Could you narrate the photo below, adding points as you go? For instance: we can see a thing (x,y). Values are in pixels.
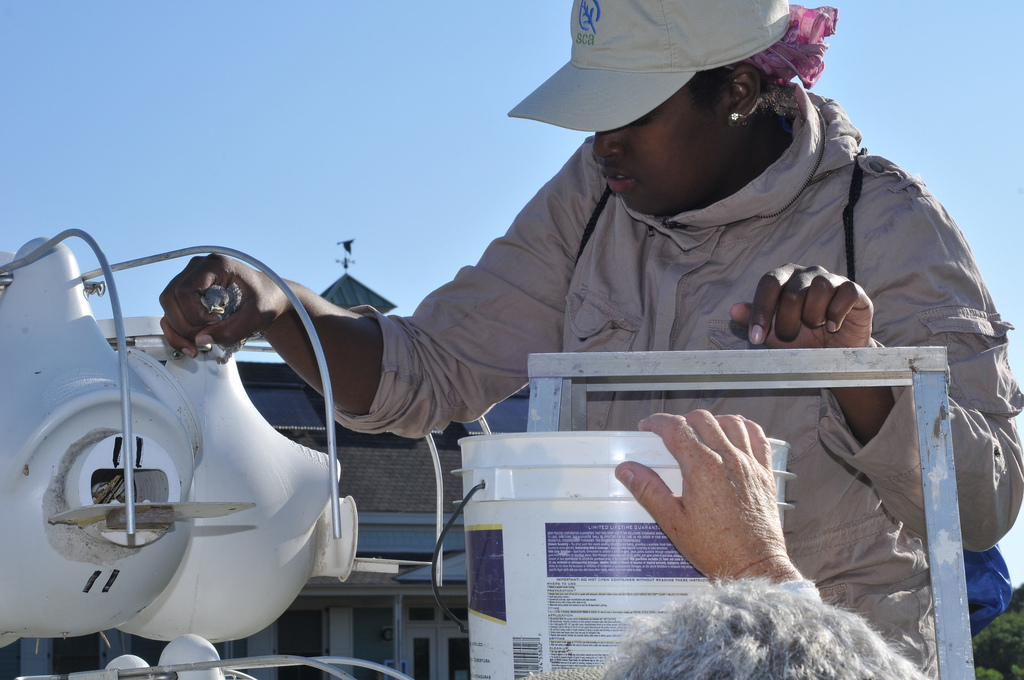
In front of the image there is a person (838,617) holding the bucket (520,497). There is a person (595,218) holding some object (227,357). In front of her there is a metal frame (967,609). In the background of the image (503,422) there is a building (314,434). There are trees (1019,628) and sky (240,69).
